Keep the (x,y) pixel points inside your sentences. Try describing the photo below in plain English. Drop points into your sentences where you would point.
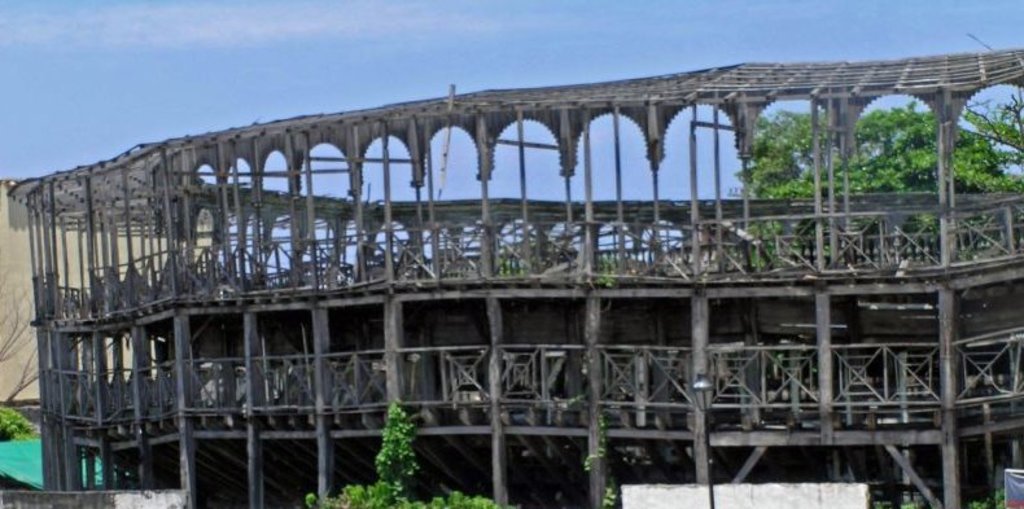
In the foreground of this image (455,420), there is an architecture (771,279) and few trees (933,139). In the background (14,261), it seems like a wall (7,245) and at the top (312,37), there is the sky (312,37).
